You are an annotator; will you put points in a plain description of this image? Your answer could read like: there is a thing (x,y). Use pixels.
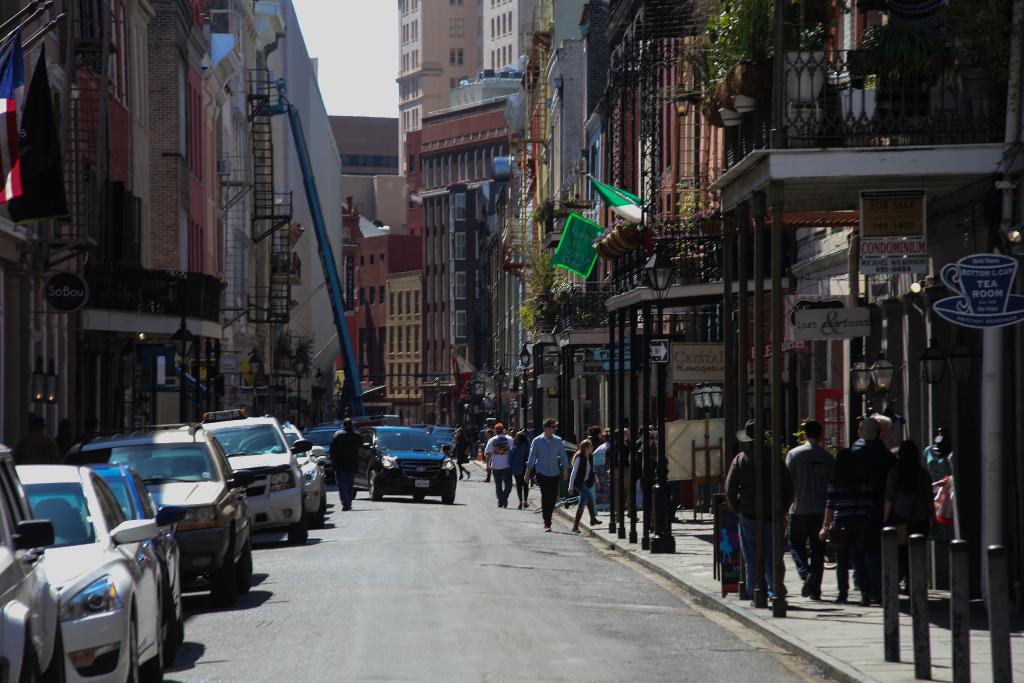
In this image on the left (228,450) there are cars (224,472), buildings (333,220), some people (337,456). On the middle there is a road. On the right (868,468) there are many people (637,483) walking and there are buildings (624,281), flags (588,232), posters (967,290), plants (721,57) and sky (363,38).
